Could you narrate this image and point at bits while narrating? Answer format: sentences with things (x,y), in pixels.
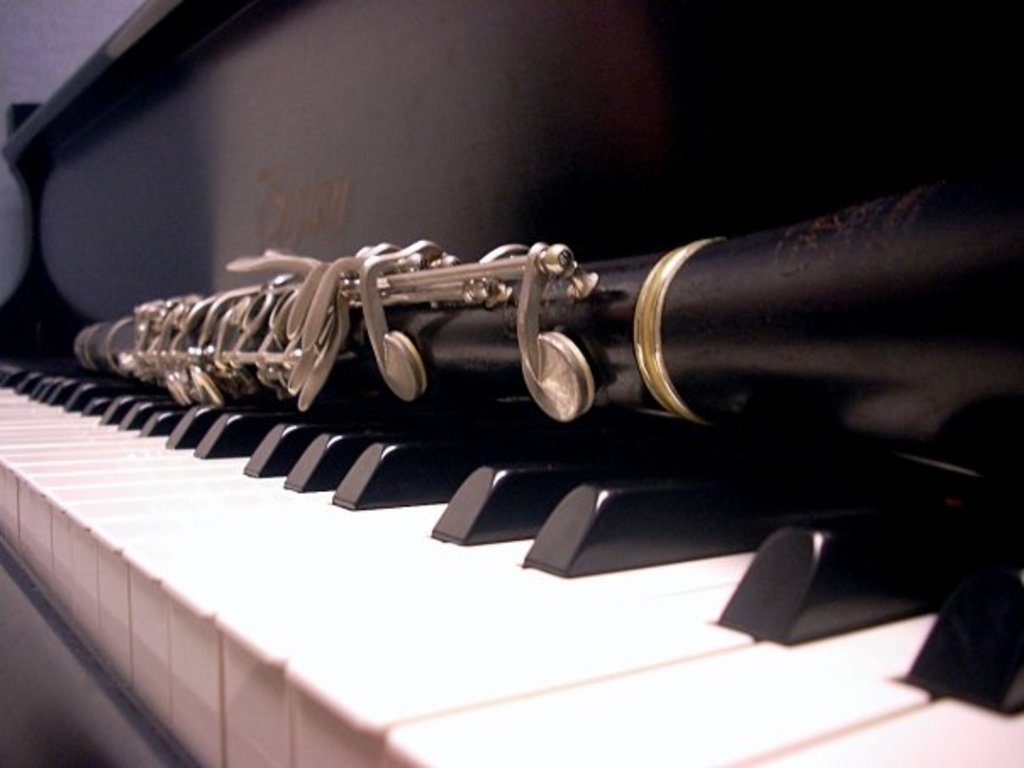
This is a keyboard (186,423). It is having white and black color buttons (328,528).
